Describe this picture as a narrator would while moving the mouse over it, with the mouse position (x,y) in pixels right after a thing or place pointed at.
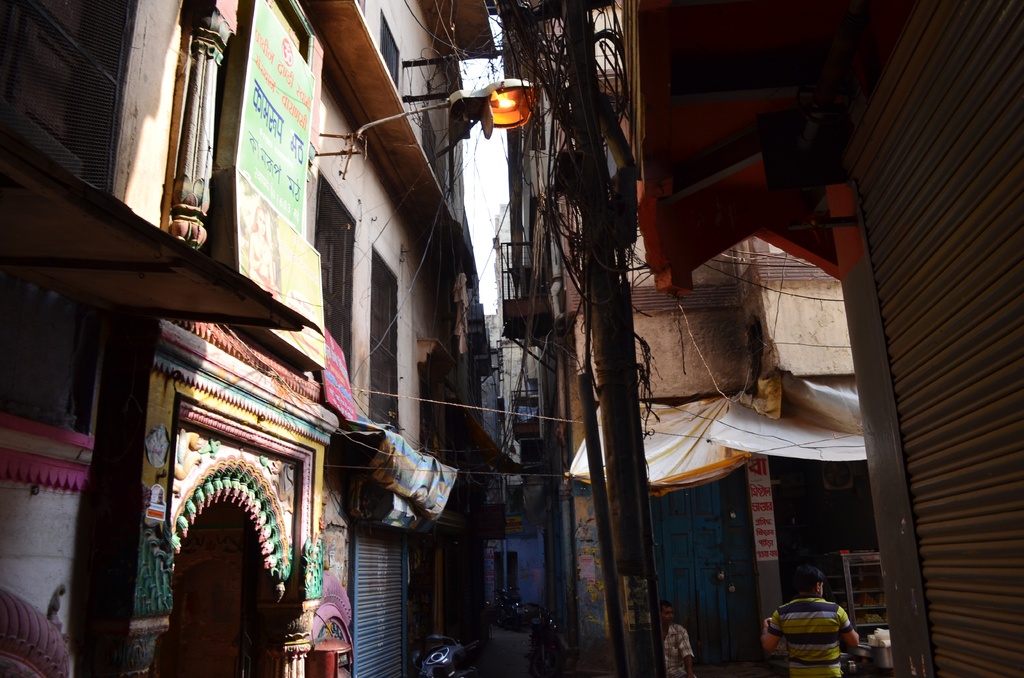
In this image there are a few people (813,644) walking on the streets (525,646) and there are bikes (549,647) and bicycles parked on the road (509,640), around them there are buildings (576,612), on the buildings (203,222) there are banners (282,239), in front of the buildings (335,520) there are closed shutters (374,585) and there are lamps (522,89) and electric poles (616,643) with cables (534,92) on it, there are name boards (343,405) on the building (541,426) and there are tents (695,434) and covers (783,445) in front of the buildings (7,527).
